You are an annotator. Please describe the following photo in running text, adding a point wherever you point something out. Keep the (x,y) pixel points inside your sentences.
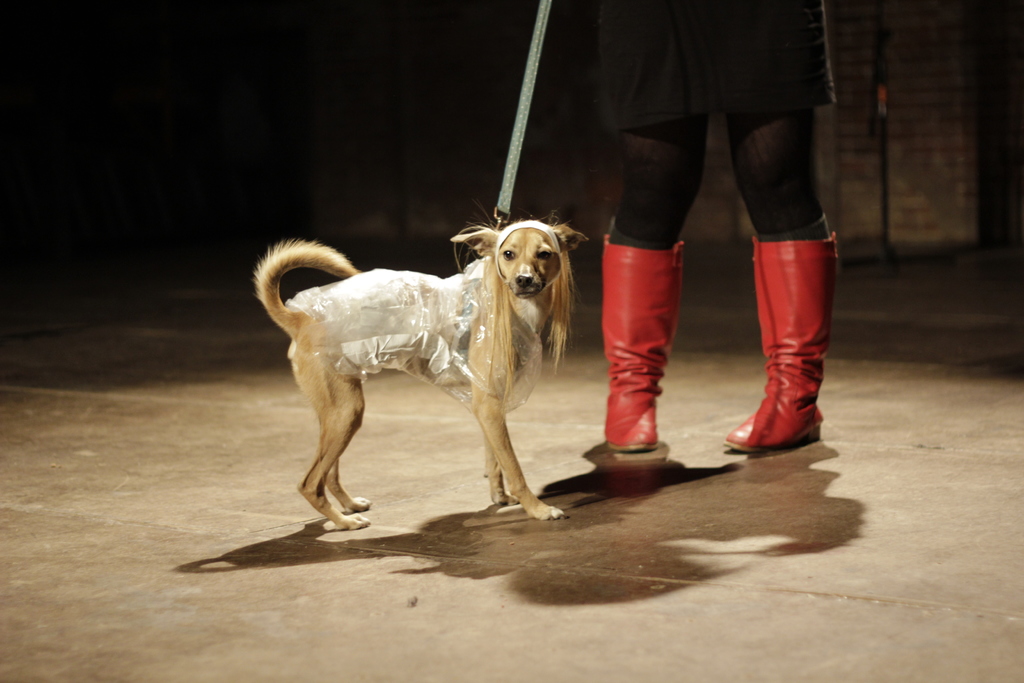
In this picture I can see a human (757,177) holding a dog (507,349) with the help of a string (537,25) and I can see a polythene cover (412,357) on the dog (430,320) and I can see dark background.
